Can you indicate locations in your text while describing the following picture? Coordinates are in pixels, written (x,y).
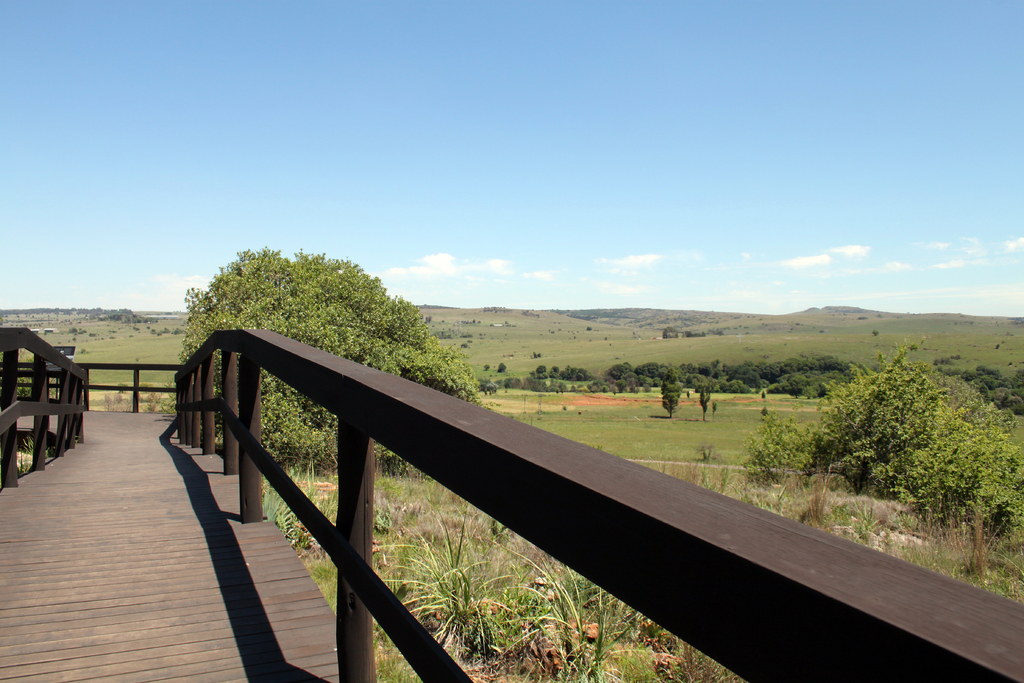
In this picture I can see a fence (446,405). In the background (542,157) I can see trees (612,380), grass (620,393) and the sky (483,164).
